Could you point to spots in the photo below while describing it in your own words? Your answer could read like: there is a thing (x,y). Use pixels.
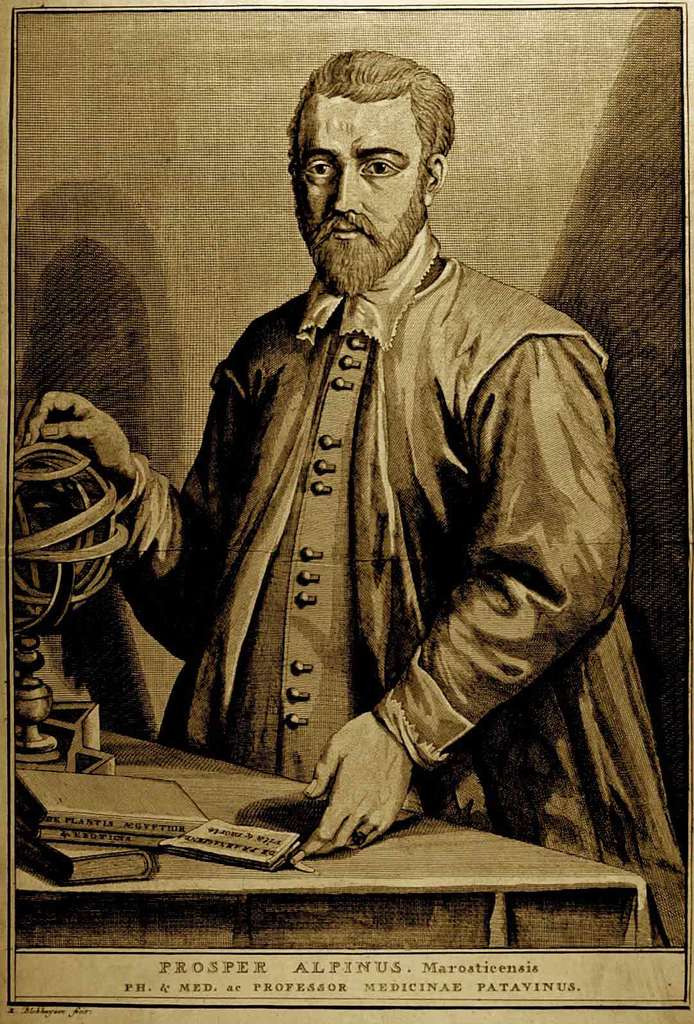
This is an animated image in this image in the center (328,388) there is one person (445,624) who is standing, in front of him there is one table (423,871) on the table (497,871) there is one globe (55,447) and some books (80,826). At the bottom of the image (243,981) there is some text (318,971) written.
